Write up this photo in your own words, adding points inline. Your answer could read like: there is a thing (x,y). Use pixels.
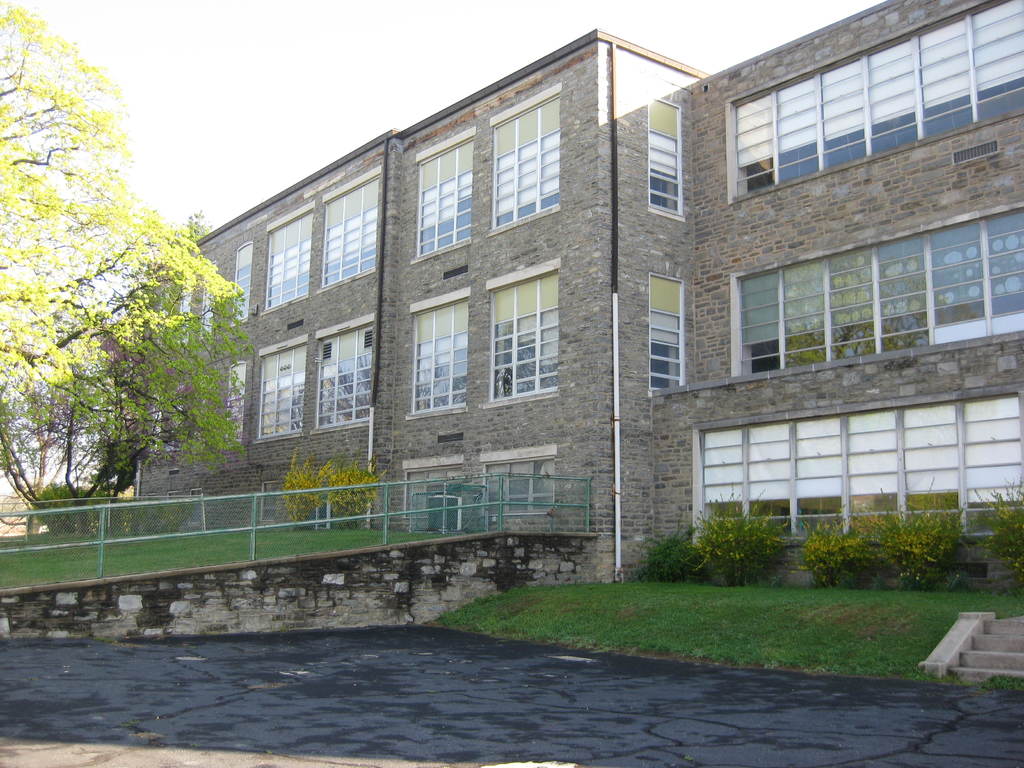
In this image, on the right side (928,233), we can see a building (857,300), glass window (857,300). On the right side (872,528), we can also see some plants (862,545). On the left side (21,82), we can see some trees (81,391), metal rod (198,523), grass (119,550). In the middle of the image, we can see a pavement (595,708). On the right side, we can see a staircase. In the background (690,613), we can see few plants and a grass (726,638).
